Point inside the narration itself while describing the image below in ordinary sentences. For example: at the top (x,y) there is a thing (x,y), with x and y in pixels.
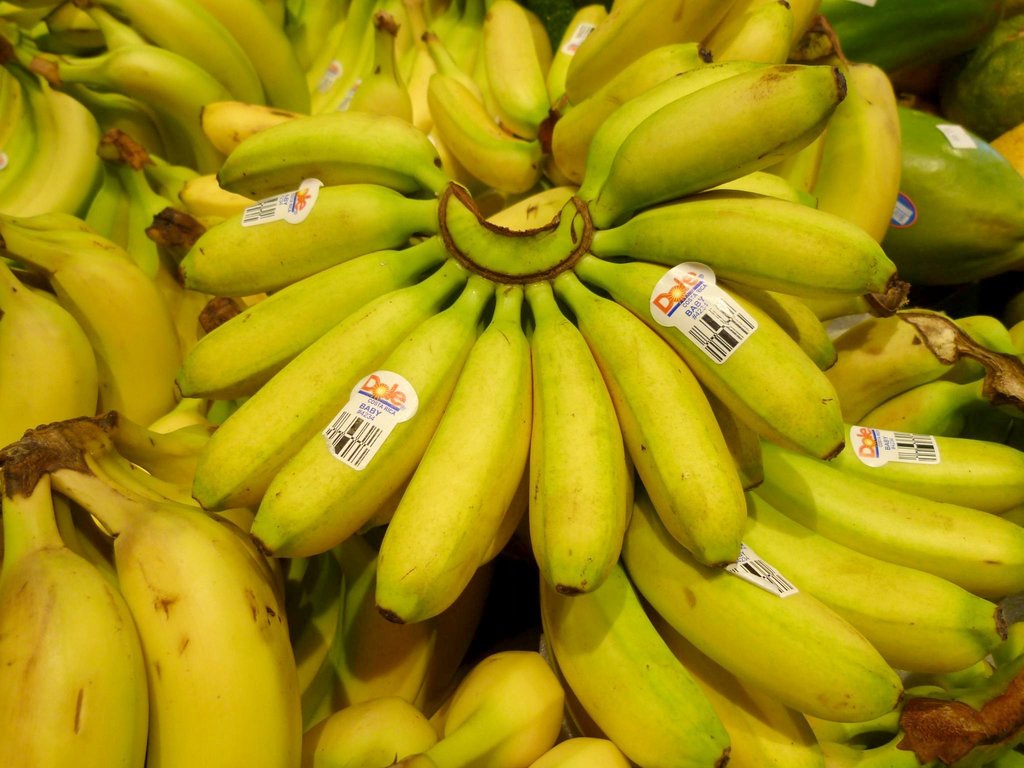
In this picture I can see there are some ripe bananas (372,517) and there is some label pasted on the banana (614,437) and on to right side (905,16) there is another fruit (933,168).
